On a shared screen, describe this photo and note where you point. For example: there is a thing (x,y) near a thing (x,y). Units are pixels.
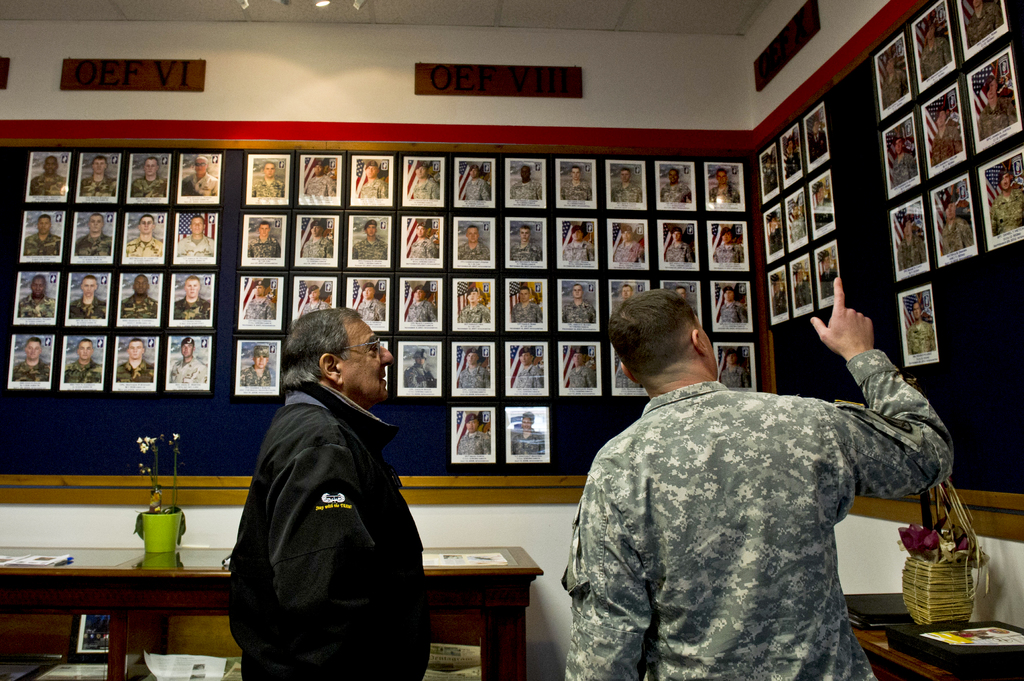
In this image i can see two man (694,532) standing and talking about the photograph (770,284) attached on the wall (868,233), at the back ground (209,569) i can see a table (221,574), a pot (172,546) on the table (174,560).
